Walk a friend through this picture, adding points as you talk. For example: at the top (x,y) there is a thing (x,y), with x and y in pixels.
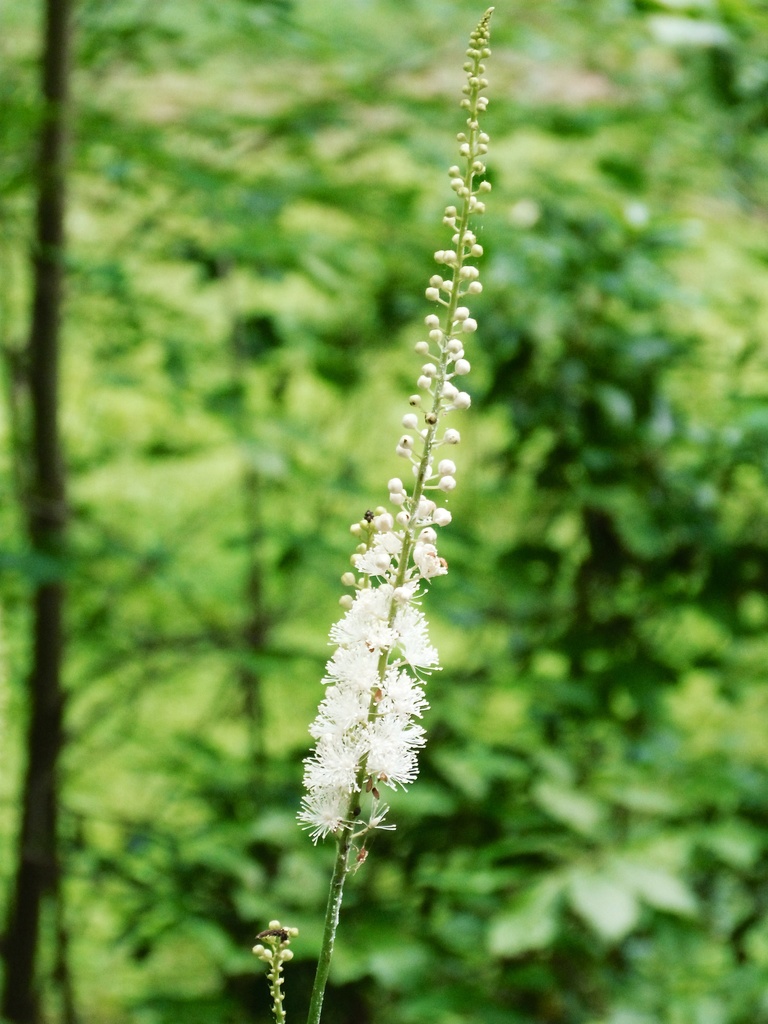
In this image I can see few flowers (272,941) in white color. In the background (585,180) I can see few plants (187,457) in green color.
